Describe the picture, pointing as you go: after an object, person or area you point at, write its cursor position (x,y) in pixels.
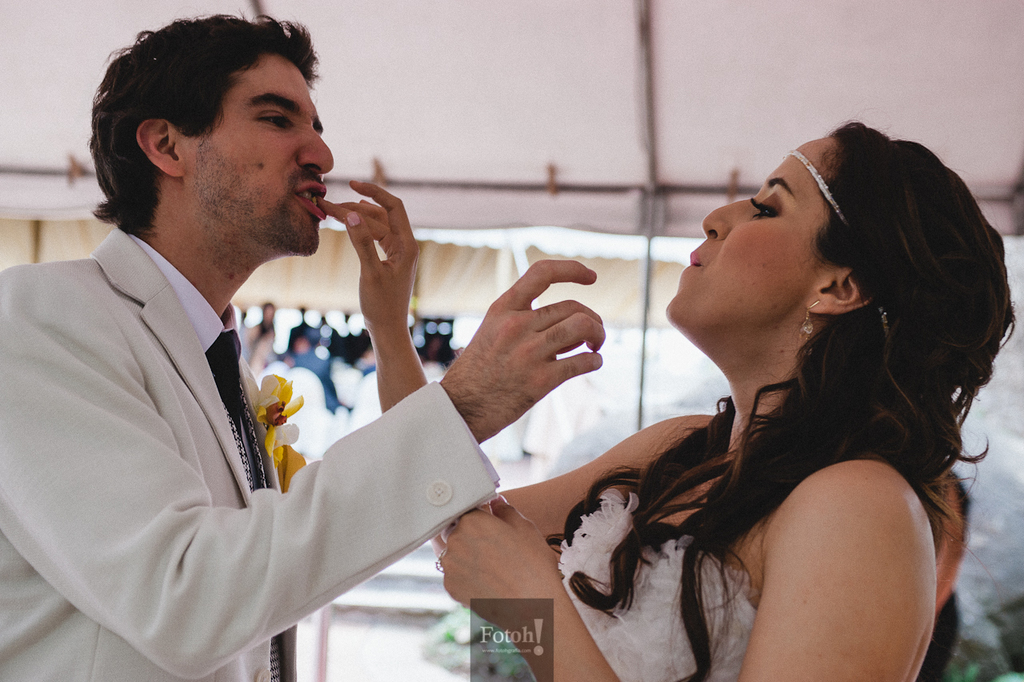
In this image we can see two people (245,477) standing under the white tent (96,55), some white curtains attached to the tent (434,66), some text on the image, some plants (1018,675) and some objects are on the surface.
